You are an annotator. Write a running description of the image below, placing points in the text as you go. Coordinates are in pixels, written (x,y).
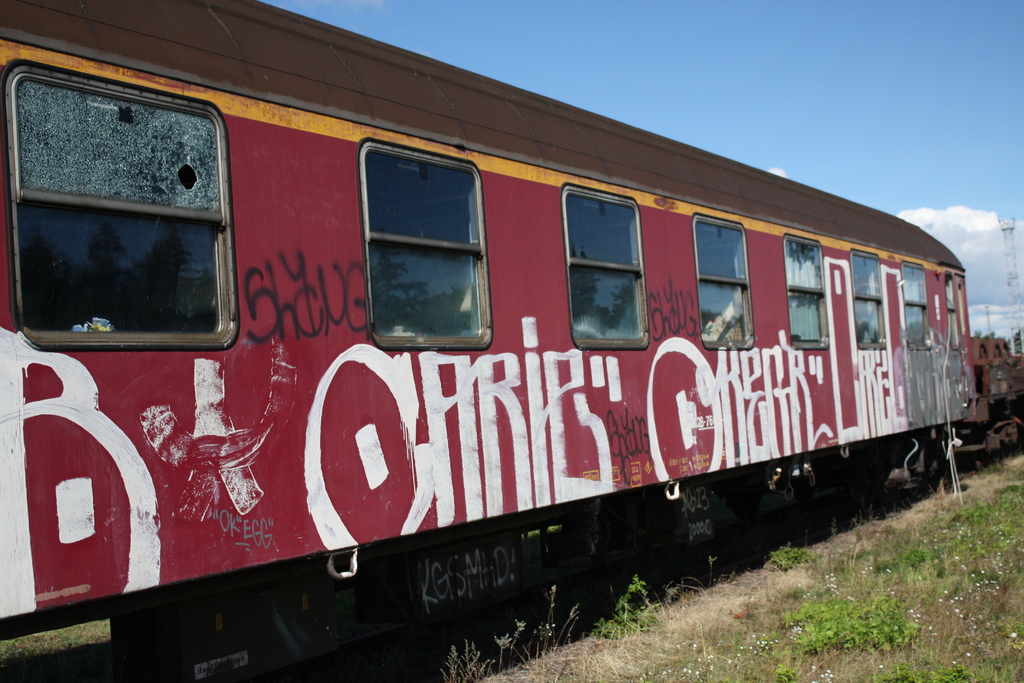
In this picture we can see a compartment coach (570,365). There is graffiti (536,386) and windows (628,230) on the compartment coach (615,292). On the right side of the image (999,205) there is a tower (1011,234) and the sky (745,96).
